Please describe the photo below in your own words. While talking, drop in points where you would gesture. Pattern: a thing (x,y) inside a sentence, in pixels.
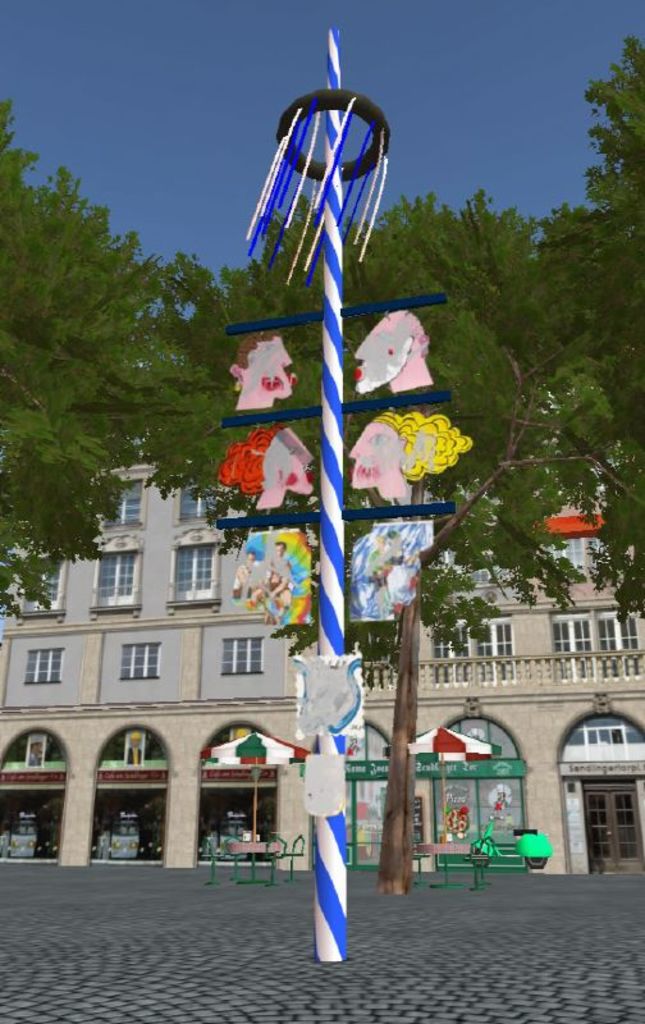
This is an edited image. At the bottom of the image (328,752) on the floor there is a pole (341,591). On the pole (331,890) there are boards (368,453) with faces (254,385). Behind the pole (334,356) there are tables (439,847) and chairs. And also there are two umbrellas (213,760). In the background (347,561) there are trees (501,566) and also there is a building (179,553) with walls (158,551), pillars (176,834), windows (179,553) and roofs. At the top of the image (416,125) there is sky (414,193).
